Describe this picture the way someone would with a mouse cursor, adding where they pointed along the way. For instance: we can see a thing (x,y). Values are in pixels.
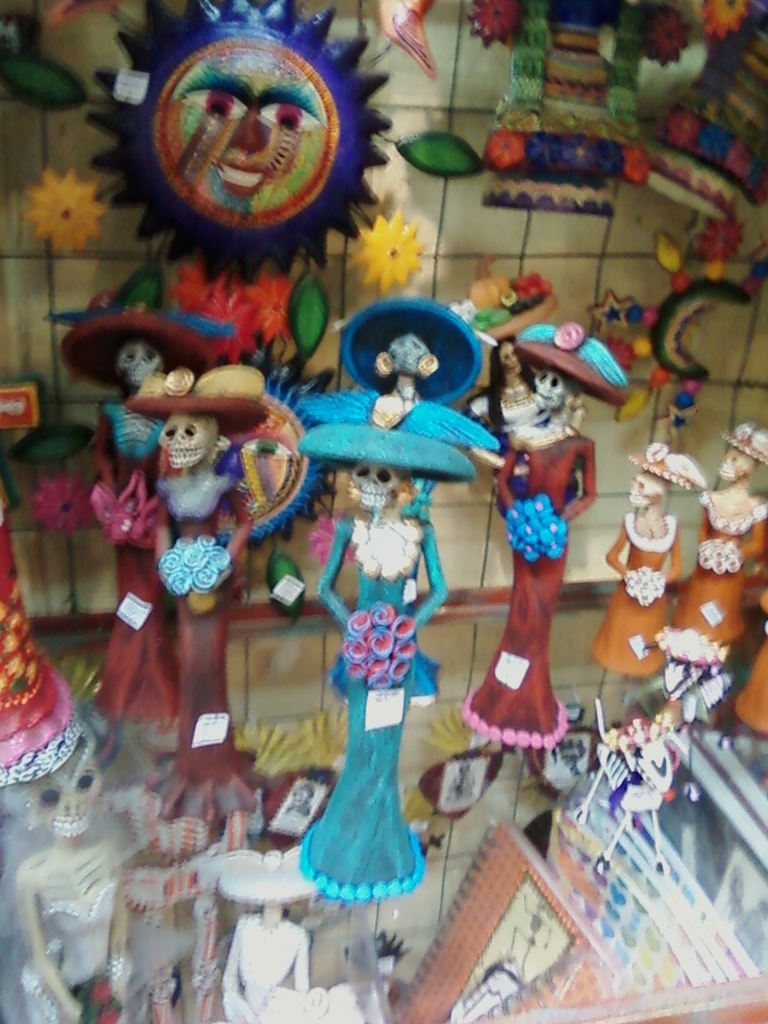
In the image I can see toys (429,612), a wall (434,266) which has some objects (316,207) attached to it, a glass table (432,997) and some other objects (425,1019).
